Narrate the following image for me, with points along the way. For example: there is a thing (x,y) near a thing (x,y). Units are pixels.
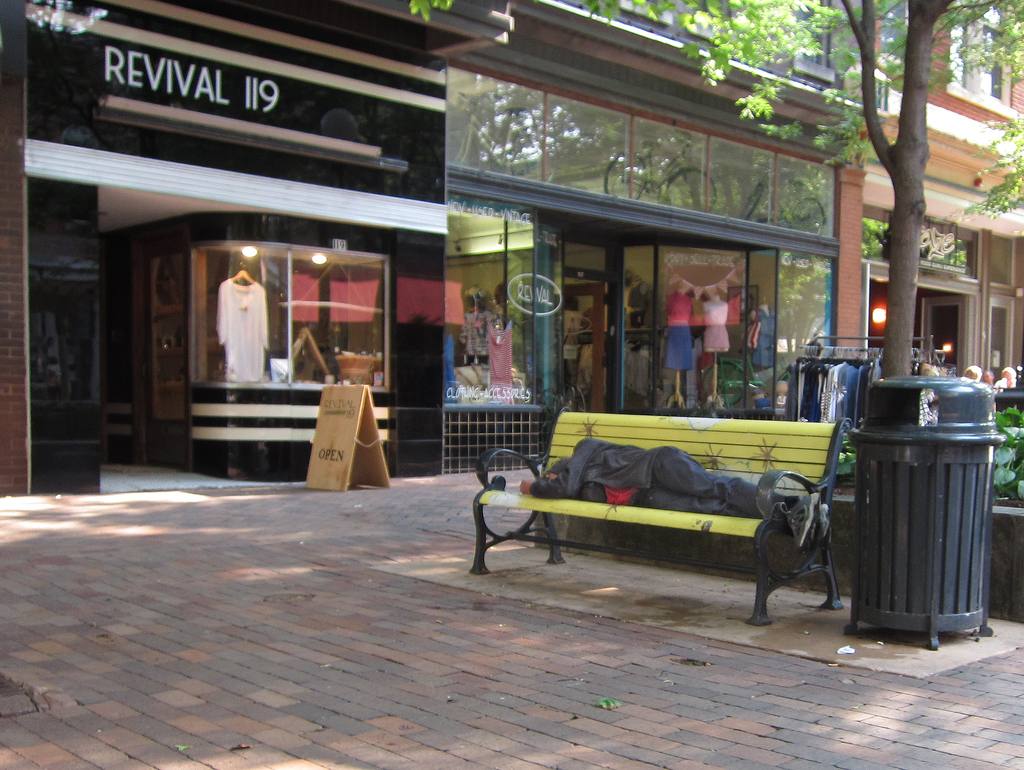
In this image I can see a person (667,473) sleeping on a bench (543,461). There is a trash bin (906,498), tree (910,374), clothes (864,413) on the hangers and people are present on the right (953,370). There are buildings (738,354) at the back (540,331).
